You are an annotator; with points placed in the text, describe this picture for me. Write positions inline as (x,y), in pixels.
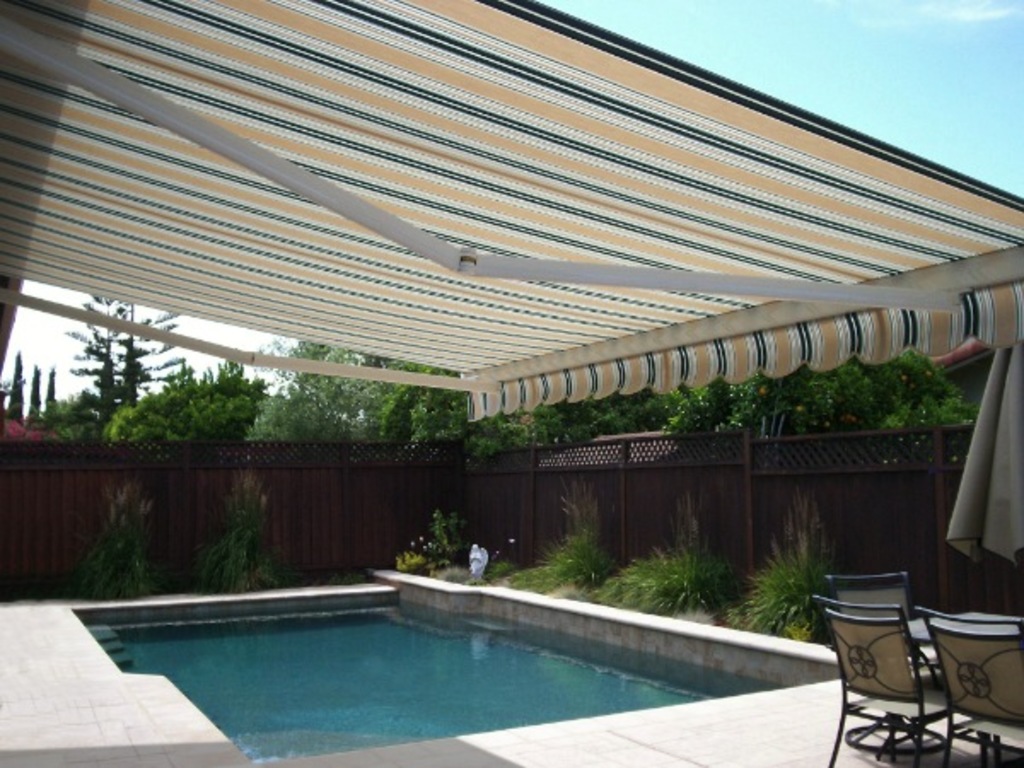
In this picture I can see the swimming pool (337,654). I can see the tent (489,211). I can see trees (314,381). I can see wooden fence (472,502). I can see clouds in the sky (831,49). I can see sitting chairs (932,625).
